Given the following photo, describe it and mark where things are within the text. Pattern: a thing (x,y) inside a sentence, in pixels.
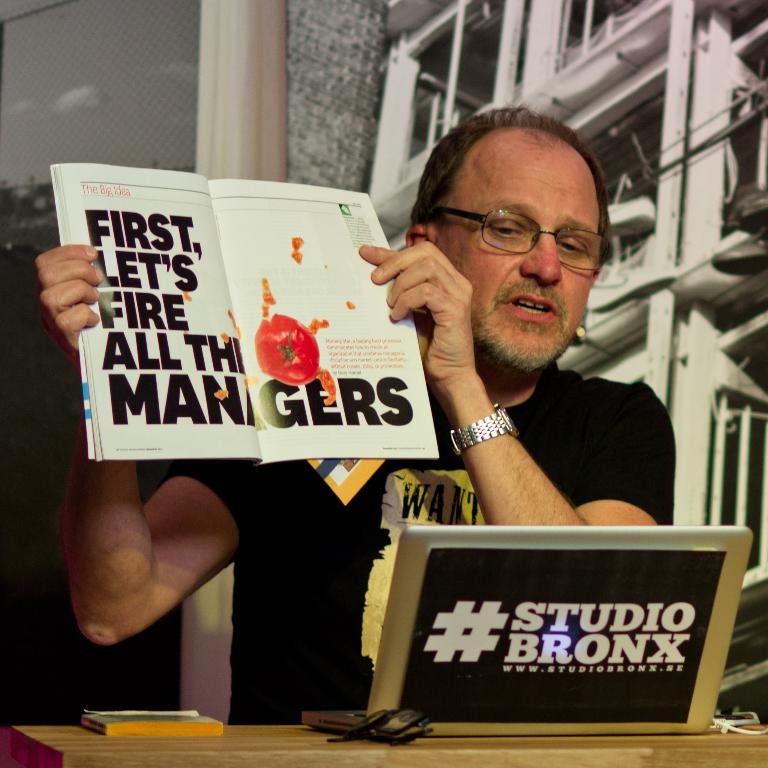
In this picture we can see a man (404,506) wore spectacles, watch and holding a book (294,275) with his hand (443,308) and in front of him we can see a laptop (479,636), book (135,725), spectacles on a wooden surface (119,759) and in the background (353,64) we can see some objects (167,60).
